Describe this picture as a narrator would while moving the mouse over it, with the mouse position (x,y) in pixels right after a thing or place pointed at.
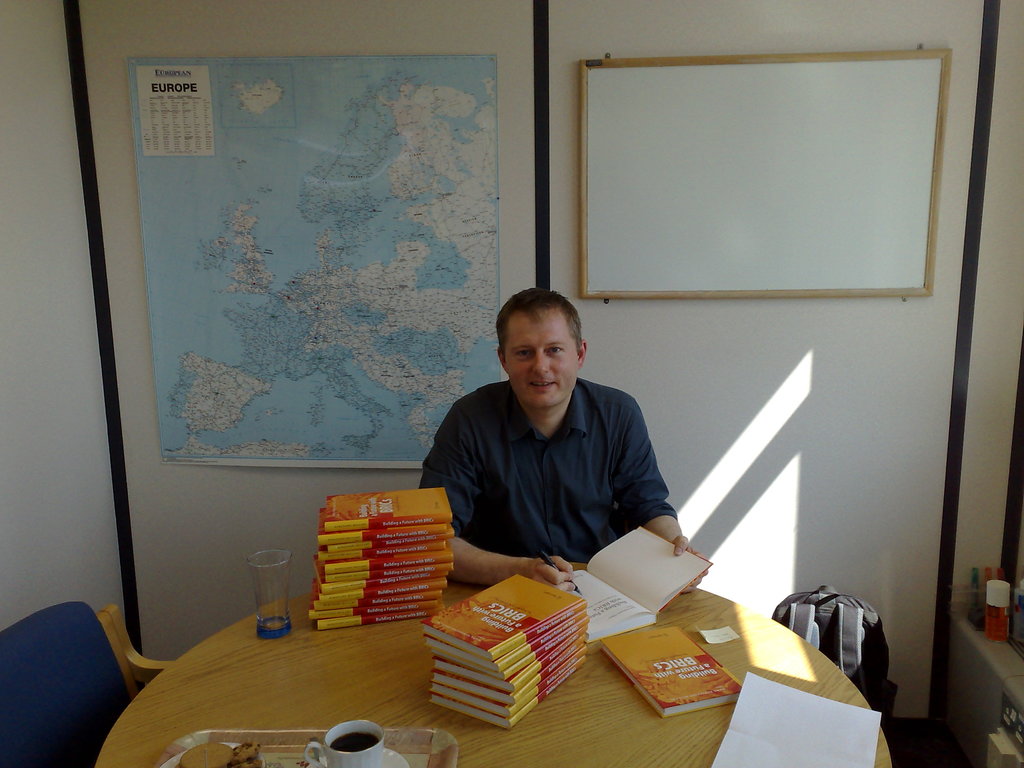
In this picture we can see man (534,461) sitting on chair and smiling and writing with pen (548,561) on book (657,594) placed on table (587,699) along with cup (371,724) drink (354,745) in it, saucer (383,763), biscuits (224,757) on tray (291,747), glass (277,575), papers (799,741) and beside to this we have chair (108,633) wall (133,559) with map (359,104) and board (696,193), bag (854,599).
